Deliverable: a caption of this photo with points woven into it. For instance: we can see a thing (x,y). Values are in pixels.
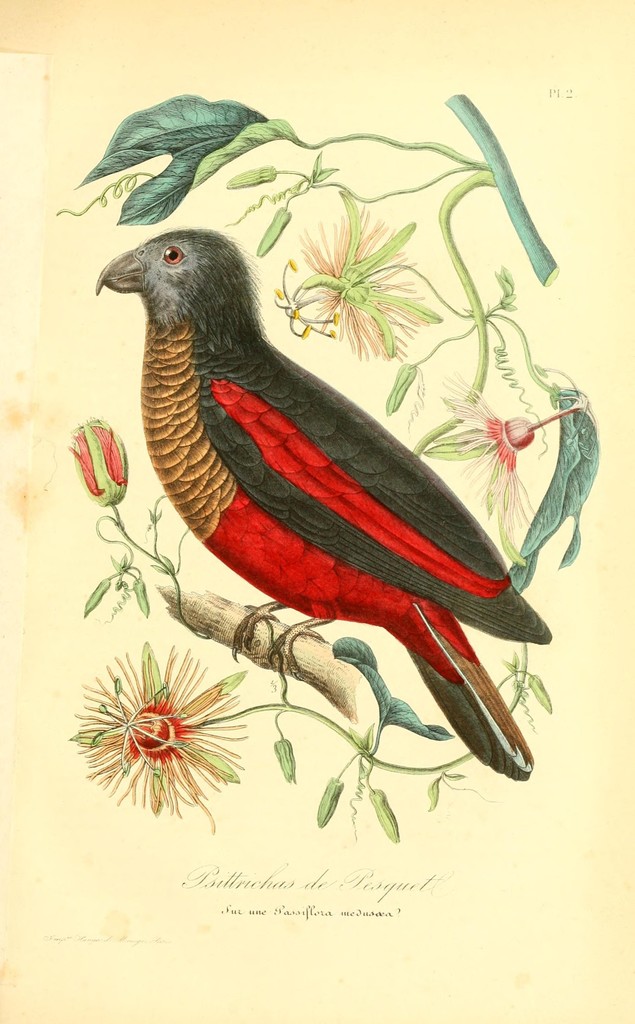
In the image we can see there is a bird (279,513) sitting on the tree trunk (266,655) and there are flowers (363,281) on the plant (387,764). There is a matter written on the poster (316,906).
